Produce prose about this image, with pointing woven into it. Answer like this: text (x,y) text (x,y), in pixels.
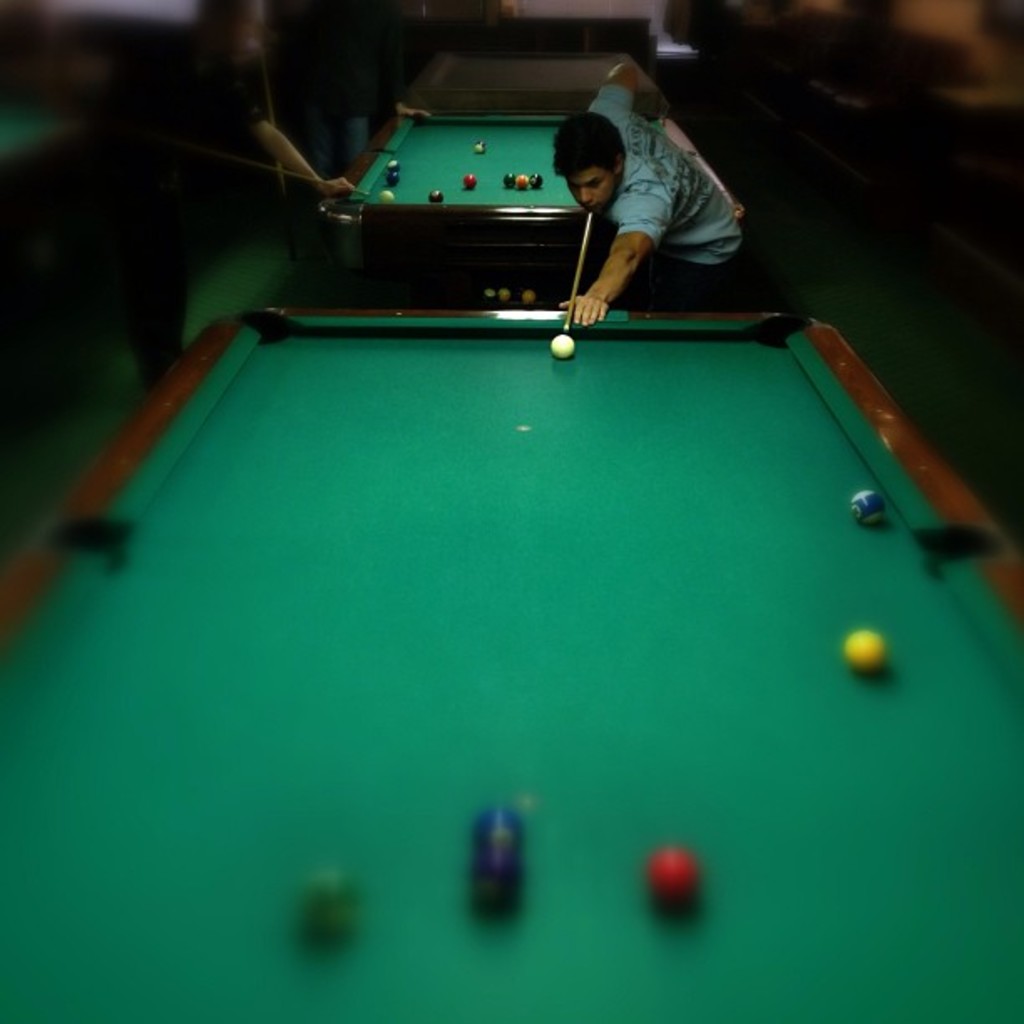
In the image i can see a people (349,68) and pool tables (529,526).
